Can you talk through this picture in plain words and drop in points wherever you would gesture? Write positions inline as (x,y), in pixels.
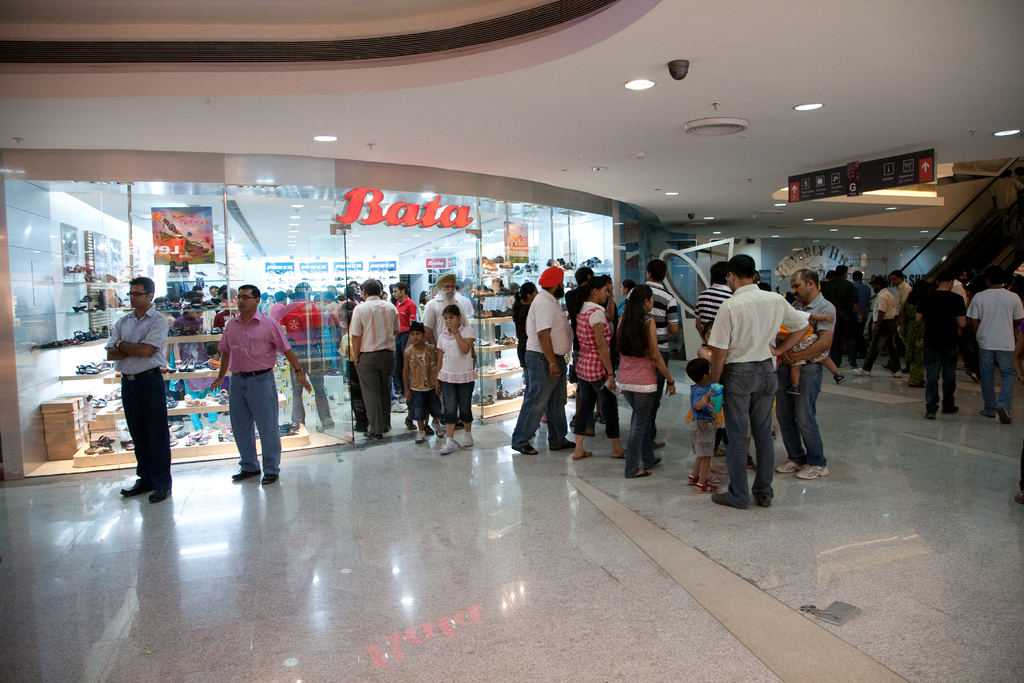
In this image I can see the group of people (540,323) standing and wearing the different color dresses (436,412). To the right (979,250) I can see an escalator (955,268). To the left (245,261) there is a shop (279,285) and the name Bata is written on the glass (322,240). I can see the board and lights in the top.
